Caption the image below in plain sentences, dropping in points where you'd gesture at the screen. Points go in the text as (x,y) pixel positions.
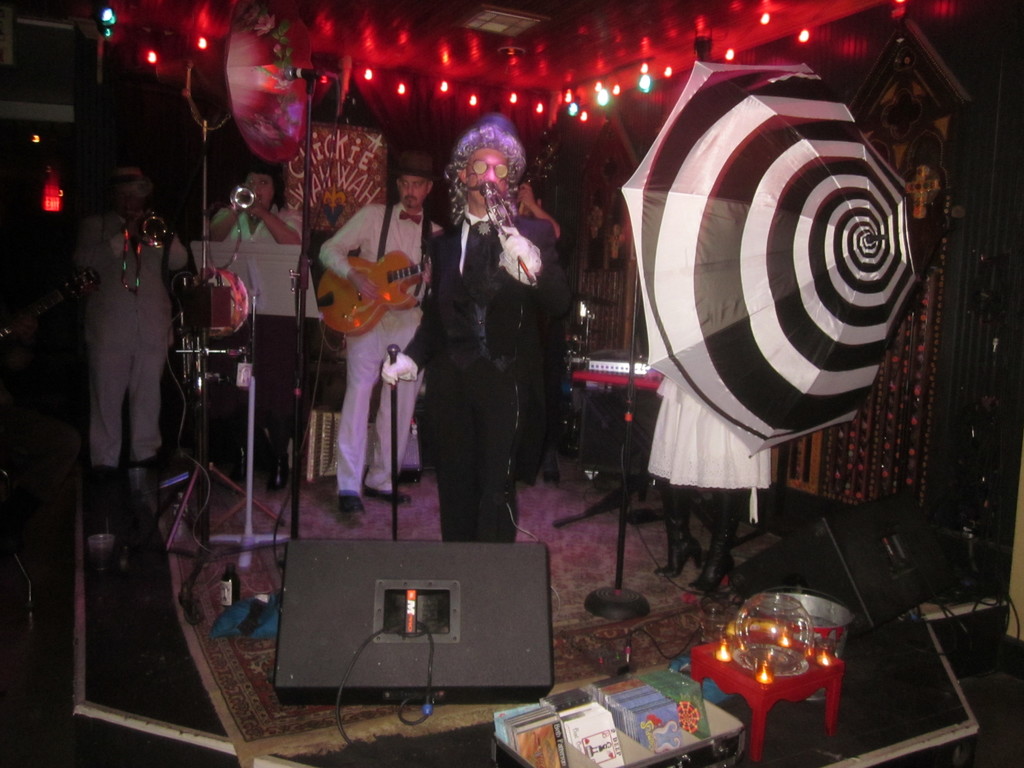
This is the picture taken on stage (325,510), there are group of people (349,460) performing the music with music instruments (376,271). The man (452,319) in black dress (469,337) holding a stick (394,424). In front of this people (446,341) is a music system (407,576) and an umbrella (751,283). Background of this people (472,275) is a cloth (410,97) and lights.
